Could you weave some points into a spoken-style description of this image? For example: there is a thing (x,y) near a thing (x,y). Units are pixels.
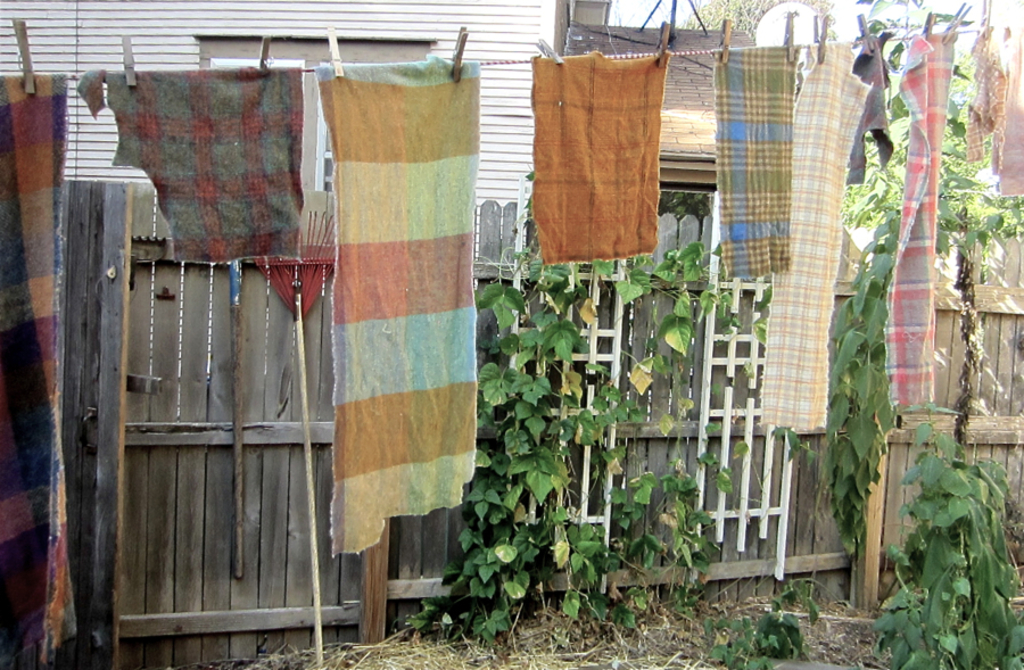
There is a house (481,36) in the image, different clothes (603,222) are hung on a rope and clipped to it and plants (558,541) and creepers (590,556) are there in the image.
